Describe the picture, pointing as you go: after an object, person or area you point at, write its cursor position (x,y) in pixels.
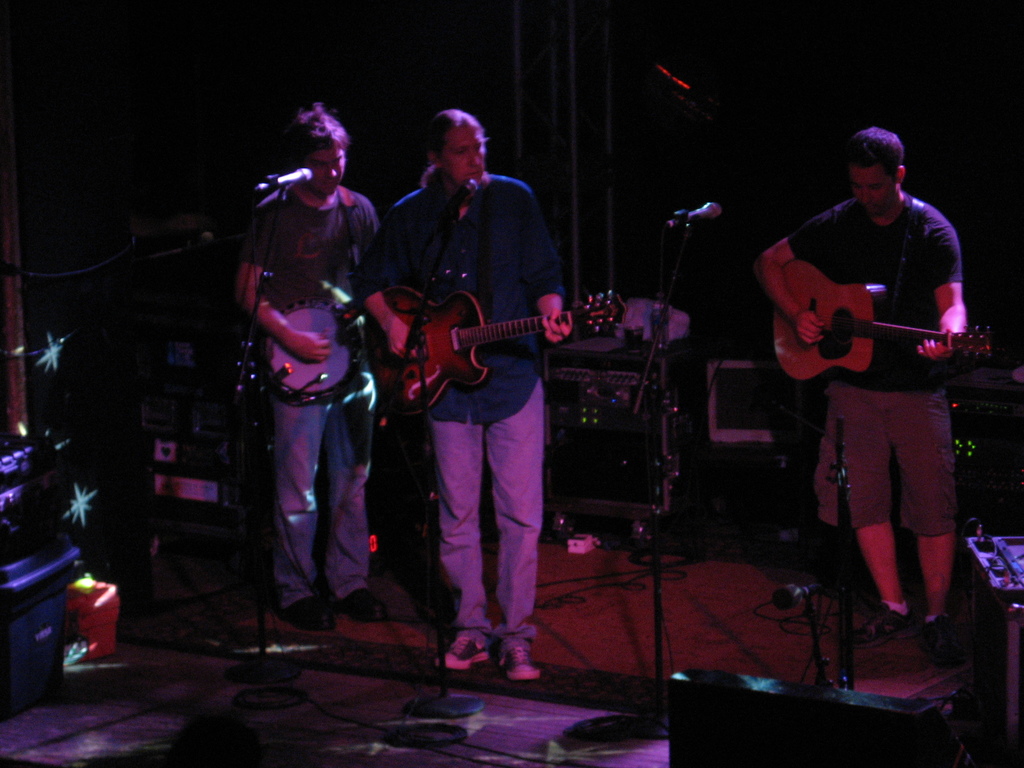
This picture is clicked in a musical concert. There are three men (894,259) standing in the room (385,584) and all the three of them are holding instruments (800,272) in their hands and playing them and in front of them, we see microphones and on the right corner of the picture (1006,617), we see a speaker box (1004,631).
